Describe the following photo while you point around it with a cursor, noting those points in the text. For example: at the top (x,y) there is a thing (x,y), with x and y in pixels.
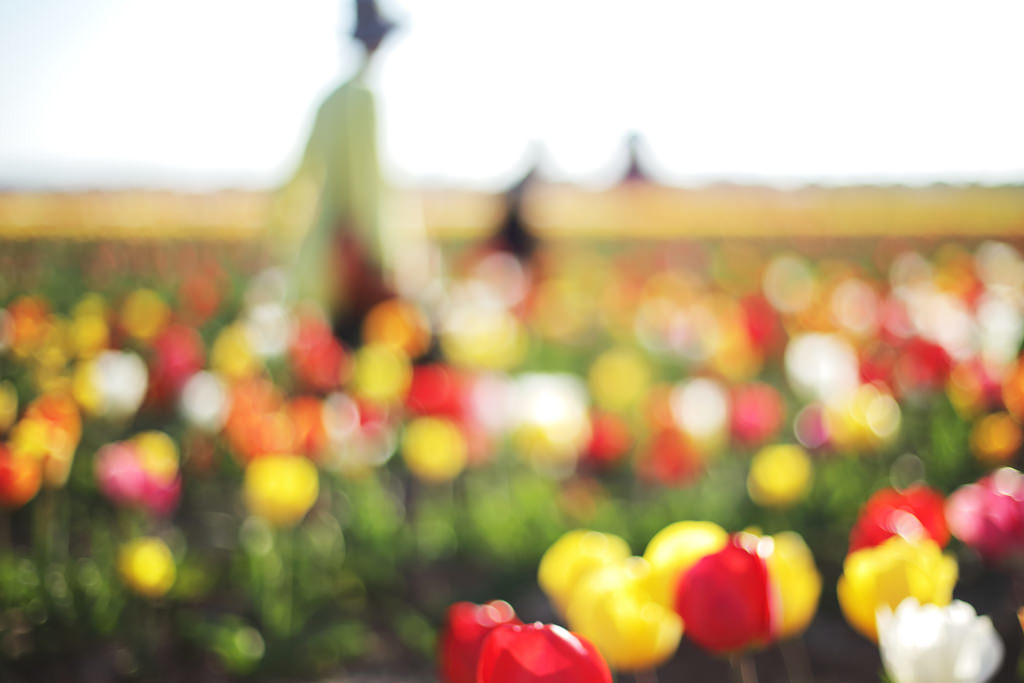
In this picture we can see few flowers (287,421) and blurry background (729,239).
